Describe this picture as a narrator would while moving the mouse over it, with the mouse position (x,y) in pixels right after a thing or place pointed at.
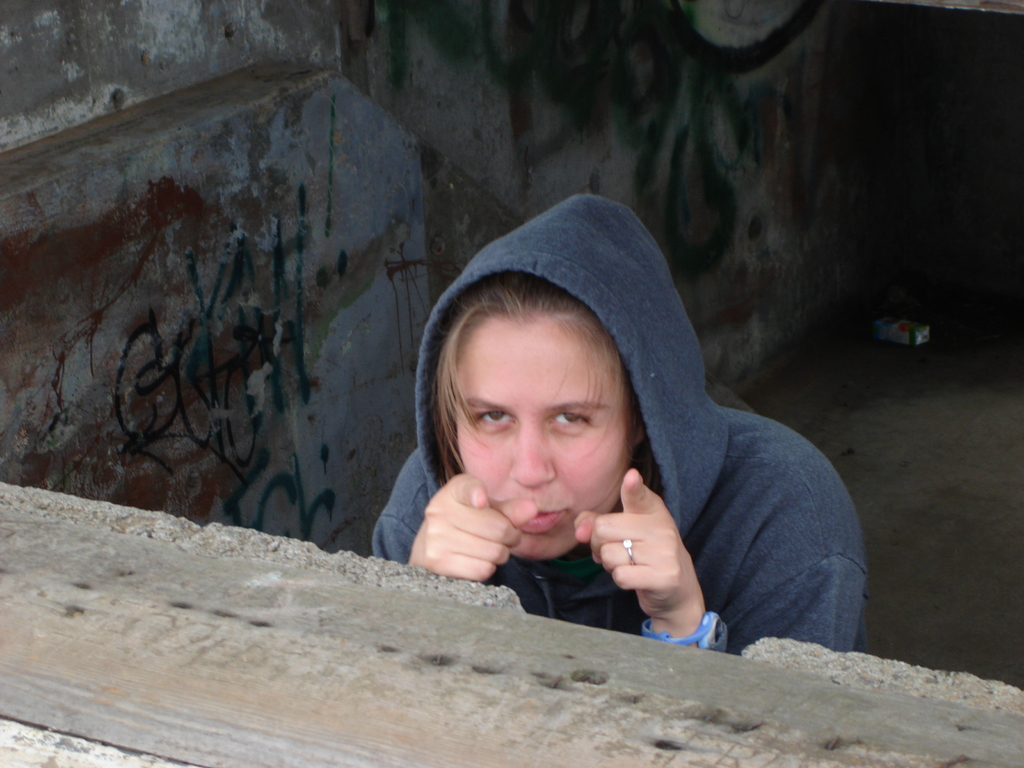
Here in this picture we can see a woman (634,479) present over a place and we can see she is wearing a hoodie (551,253), a ring (629,556) and a watch (691,640) on her.
